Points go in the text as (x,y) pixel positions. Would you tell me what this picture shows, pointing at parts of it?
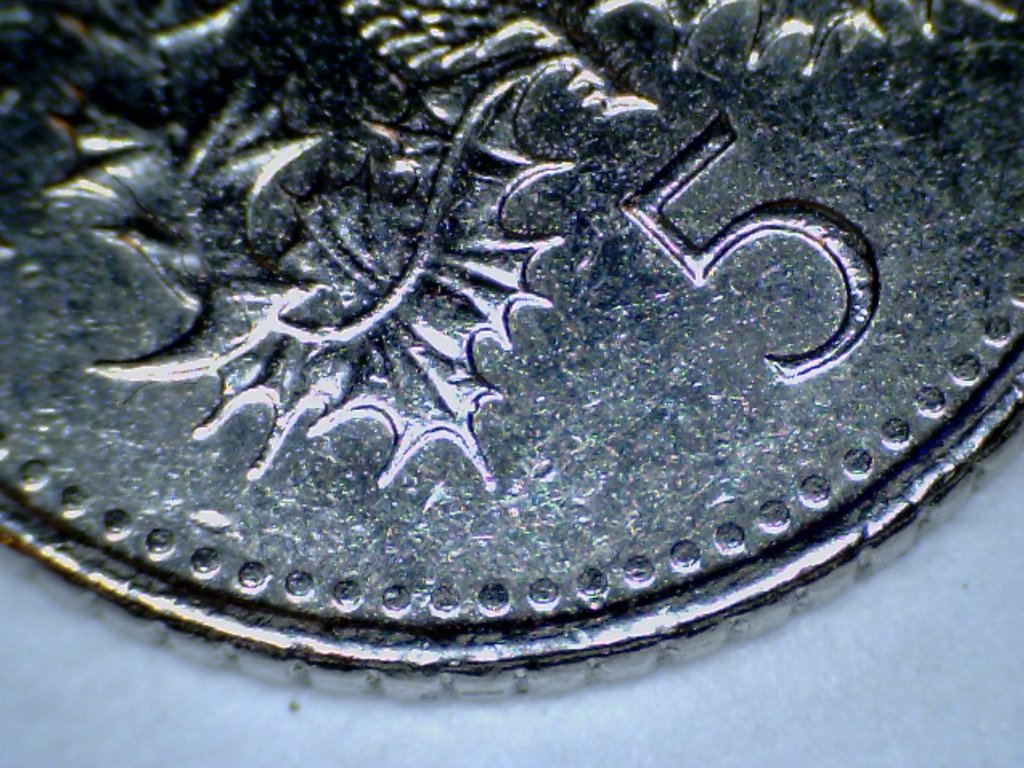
In this image, we can see a coin (641,622) on the table (774,706).
